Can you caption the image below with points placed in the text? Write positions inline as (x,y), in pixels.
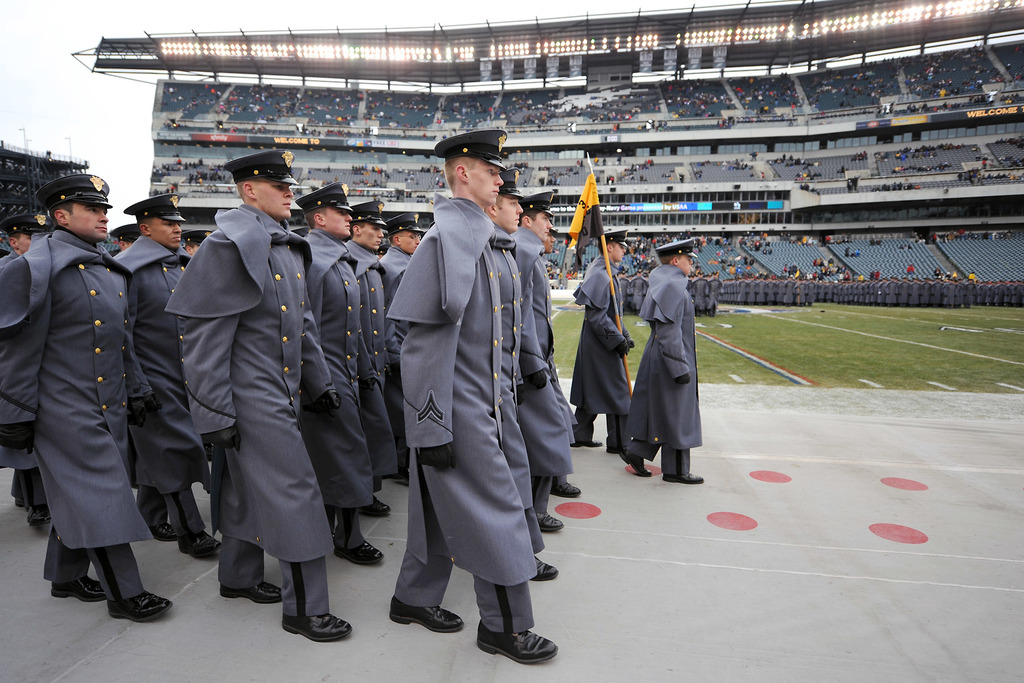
In this image I can see groups of people (417,420) walking on the ground (986,412) in which one of them is holding the flag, beside them there are another group of people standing also there are so many people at the stadium (444,101).
